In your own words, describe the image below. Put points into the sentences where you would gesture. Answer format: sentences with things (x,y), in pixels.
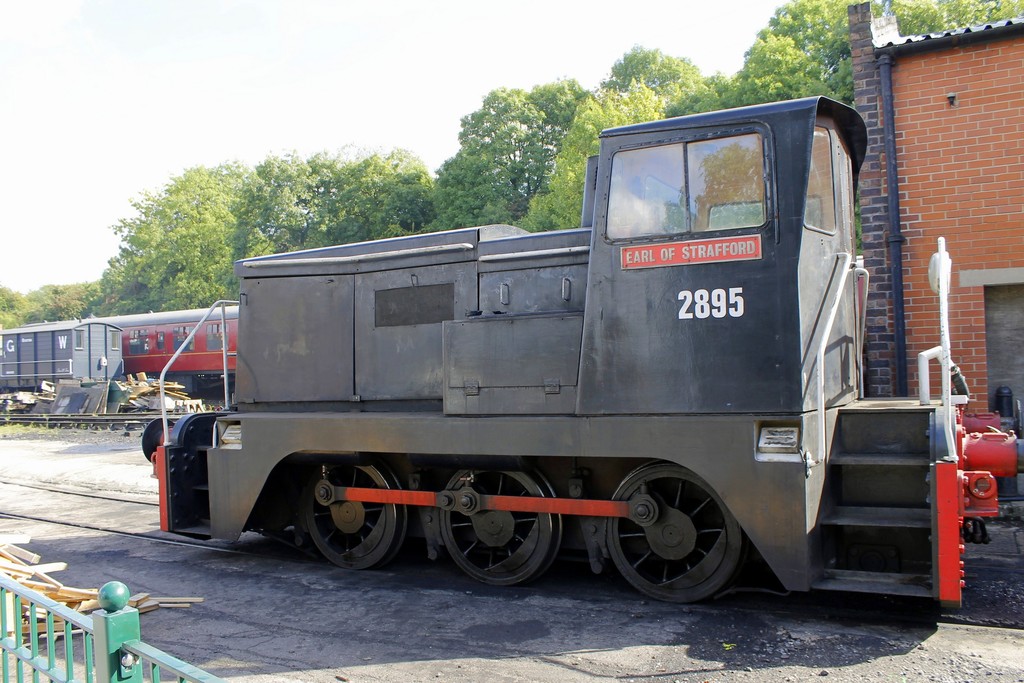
This picture might be taken from outside of the city. In this image, in the middle (664,398), we can see a train (817,466) on the railway track (892,602). On the left corner (114,594), we can see metal grills (79,620) and wood sticks (40,578). In the background (31,397), we can also see some trees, wood sticks (151,379). On the top (527,24), we can see a sky (652,3), at the bottom (101,463) there is a railway track (138,503) and a land (769,625) with some stones (958,662).
